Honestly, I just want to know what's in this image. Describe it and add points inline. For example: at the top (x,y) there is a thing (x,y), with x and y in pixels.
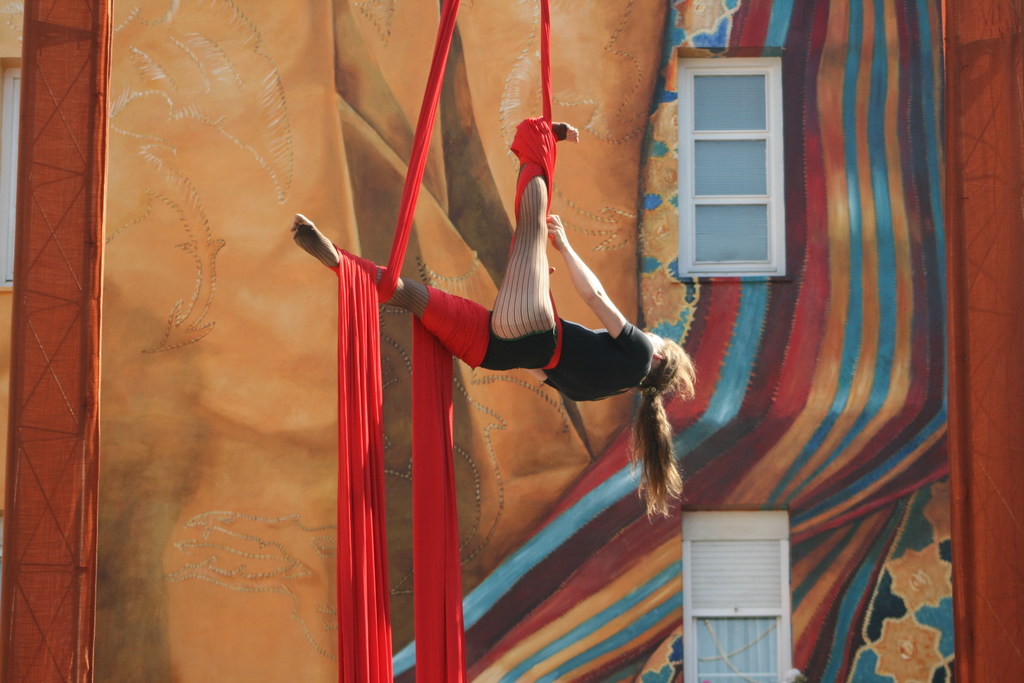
In the image there is a lady (622,319) hanging with the red cloth (342,302) in the air. Behind her there is a wall (899,425) with paintings (486,140) and also there are windows (716,237).
